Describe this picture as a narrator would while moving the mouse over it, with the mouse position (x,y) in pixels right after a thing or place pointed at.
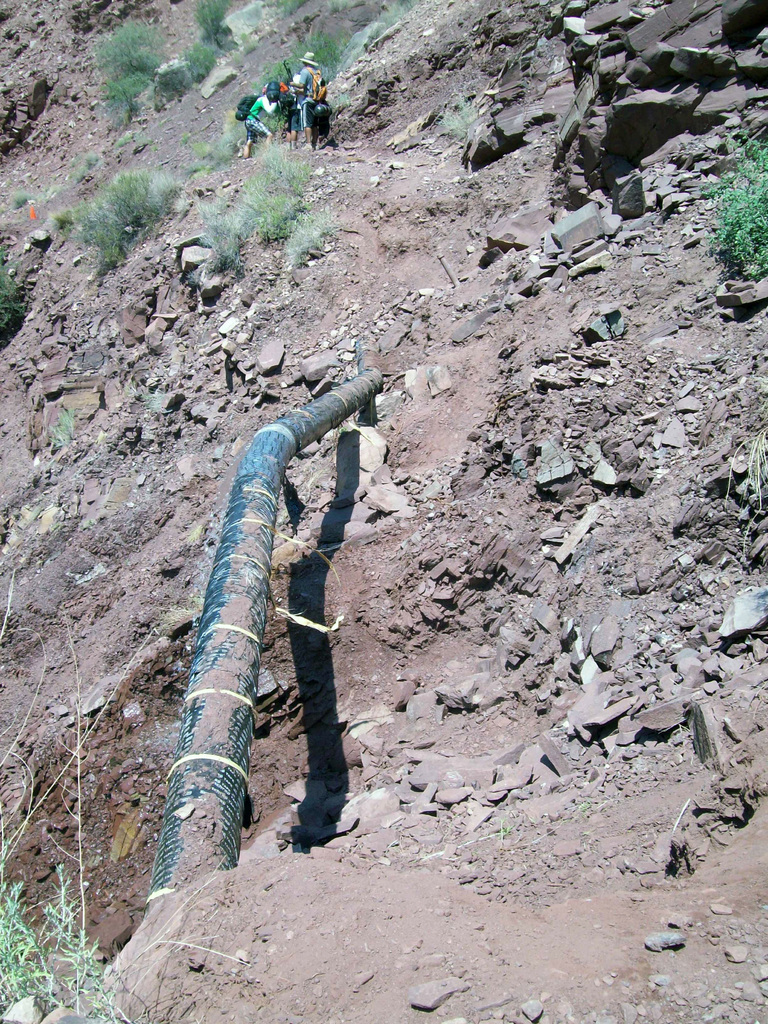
At the bottom of the picture (390,899), we see the soil (435,927) and the stones (564,785). In the middle of the picture (258,472), we see a pipe (283,458) or a tube (283,458) in blue color. Here, we see three men (297,111) who are wearing the bags (283,111) are standing. Beside them, we see the shrubs (159,211). On the right side (596,25), we see the stones (593,76).
